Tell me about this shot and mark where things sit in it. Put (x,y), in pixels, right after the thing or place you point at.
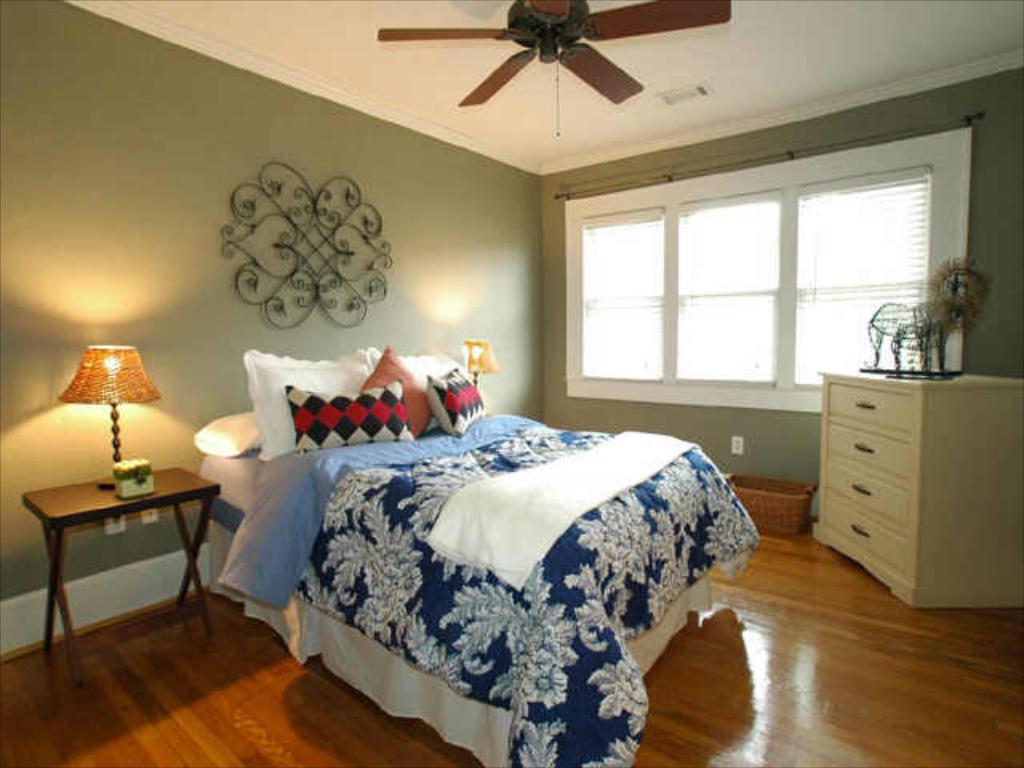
In this image I can see a inside view of a room (586,366), in the room (305,331) I can see a bed (502,421), on the bed (502,421) I can see pillows (453,411) and I can see a colorful bed sheets (587,525) visible on the bed (568,605) And I can see a cup board (941,383), on the cup board (938,396) I can see an object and I can see a table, on the table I can see a lamp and I can see a wall (494,219) and window (605,262) and fan (520,37) visible in the middle (596,271).
